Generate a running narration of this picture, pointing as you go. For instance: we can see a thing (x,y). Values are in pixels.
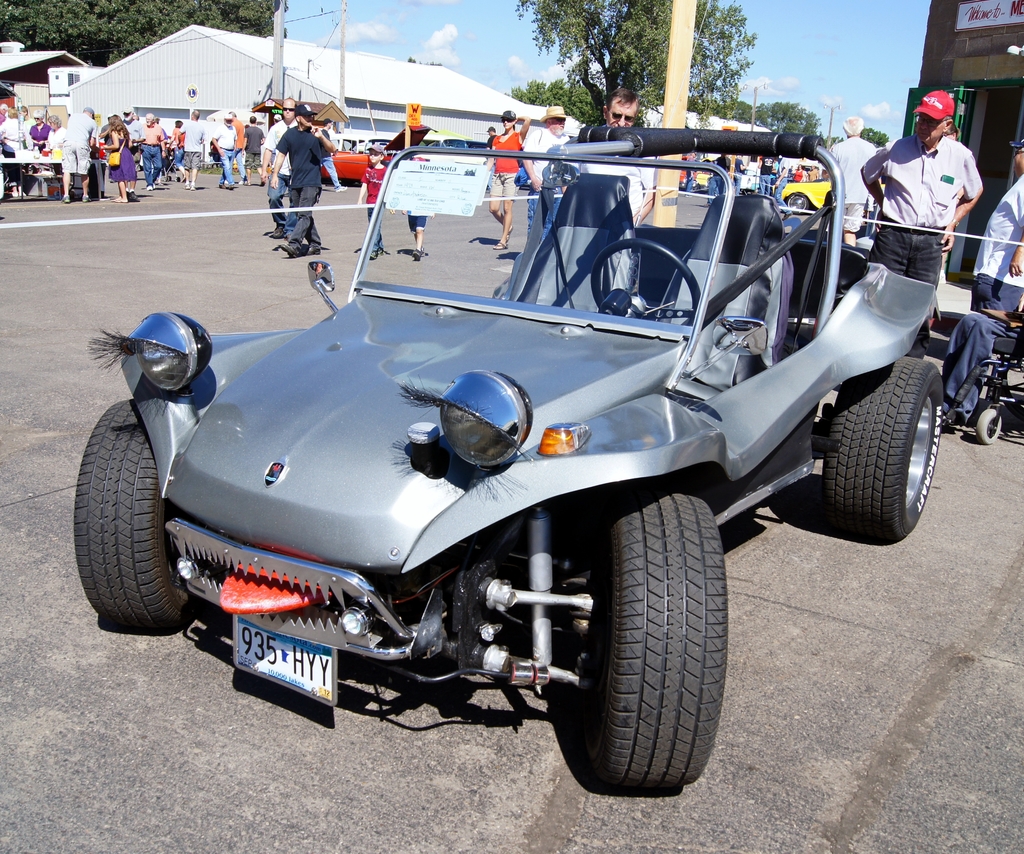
This image is clicked outside. There are trees (87,53) at the top (598,13). There are stores (446,85) in the middle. There is a vehicle (519,358) in the middle (525,444). There are so many people (159,149) in the middle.
